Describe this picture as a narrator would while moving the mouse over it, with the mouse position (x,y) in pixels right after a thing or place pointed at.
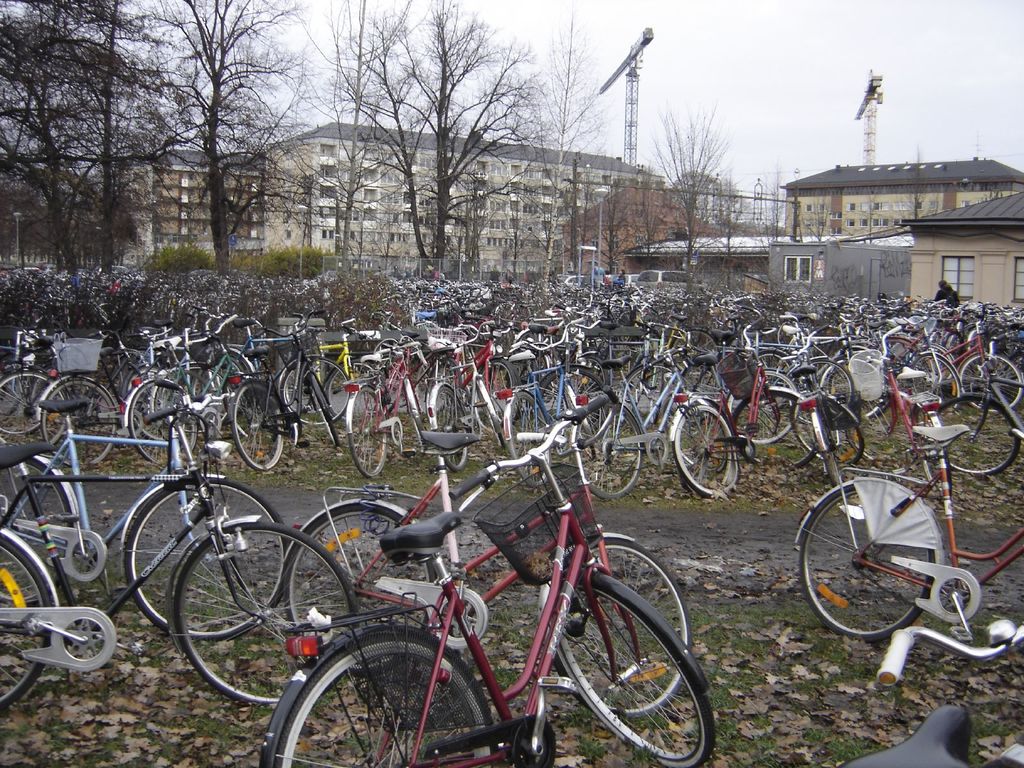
In this image, we can see some bicycles (465,375) and there are some dried leaves (822,757) on the ground (61,692), in the background (162,180) there are some trees (57,208) and there are some buildings (255,164), at the top (797,84) there is a sky (778,32) which is cloudy.
